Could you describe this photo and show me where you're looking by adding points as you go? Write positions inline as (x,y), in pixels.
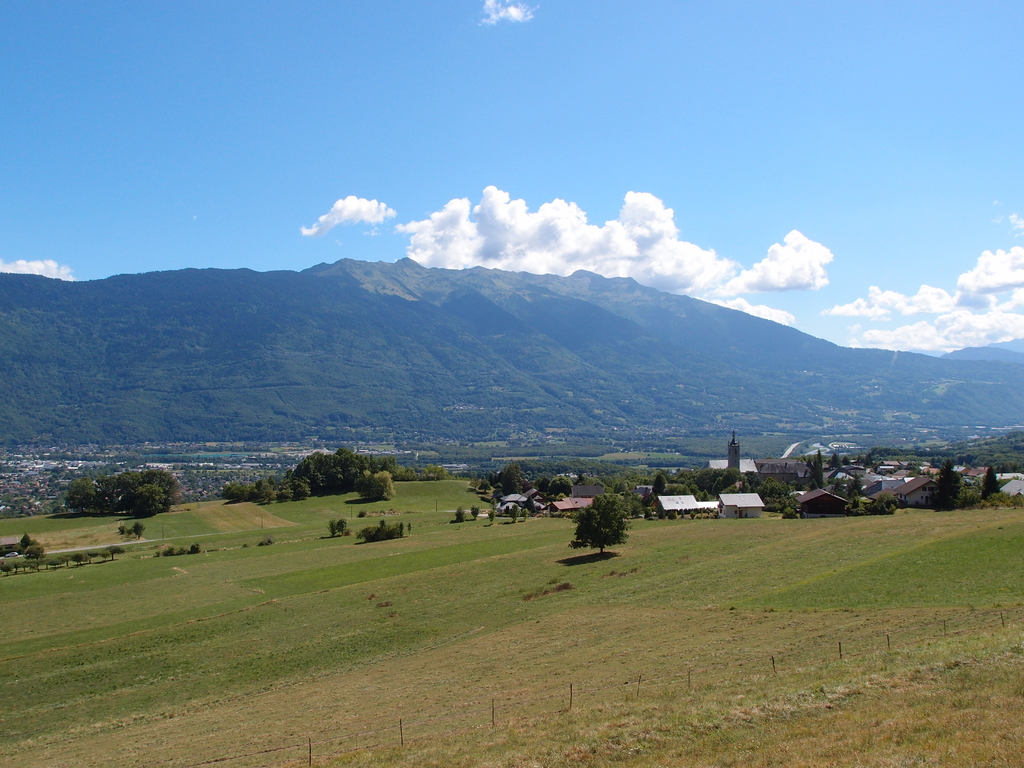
In the picture we can see a grass surface (534,712) with some trees (609,533), houses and behind it, we can see the hill (696,395) covered with grass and behind it we can see the sky (391,186) with clouds (575,269).
